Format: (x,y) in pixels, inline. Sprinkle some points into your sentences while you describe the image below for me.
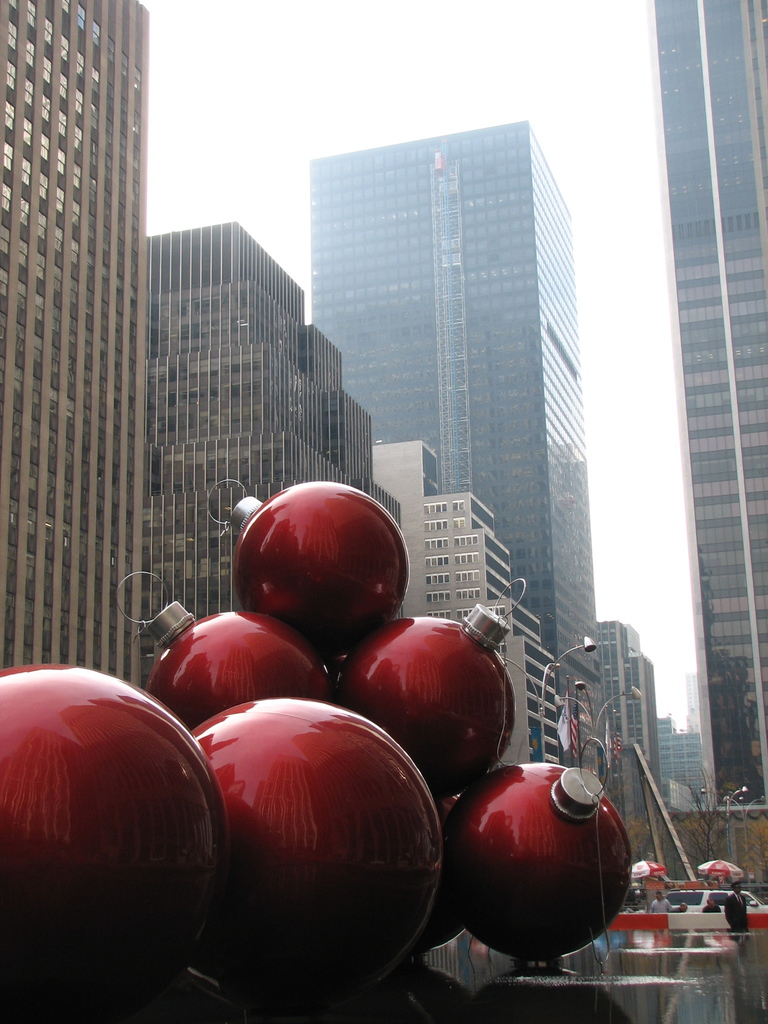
In this image I can see buildings (405,609) red color objects (316,810) and street lights (564,697). In the background (672,892) I can see people (746,917), vehicle (754,903) and the sky (596,419).
